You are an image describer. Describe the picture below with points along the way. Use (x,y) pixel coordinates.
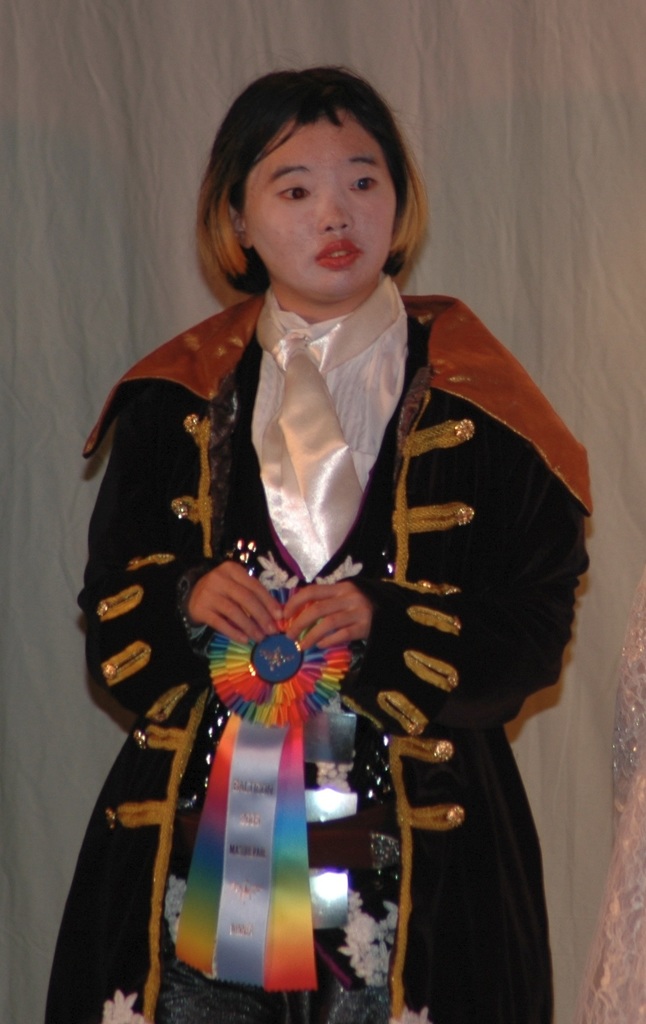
In this image there is a woman (244,579) standing wearing costumes (364,911), in the background (120,107) there is a white curtain (573,688).
